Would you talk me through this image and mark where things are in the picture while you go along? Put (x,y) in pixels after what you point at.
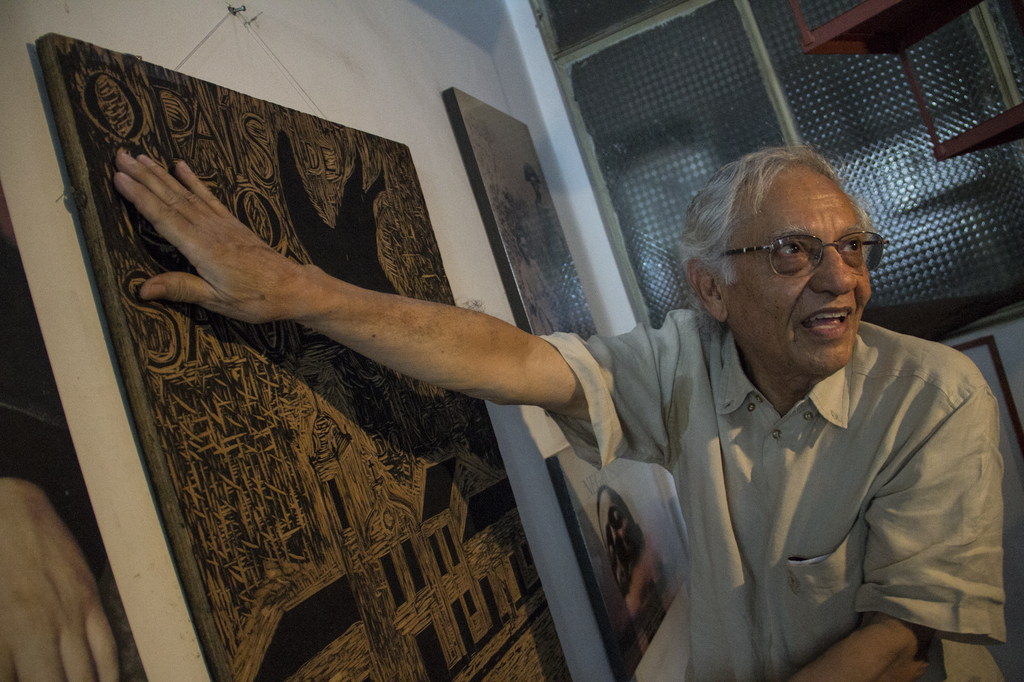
In the foreground (799,442), I can see a man (739,468) is touching wall paintings (399,475), which are hanged on a wall (291,27). In the background (998,225), I can see metal objects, window (702,143) and so on. This picture might be taken in a hall (706,324).
